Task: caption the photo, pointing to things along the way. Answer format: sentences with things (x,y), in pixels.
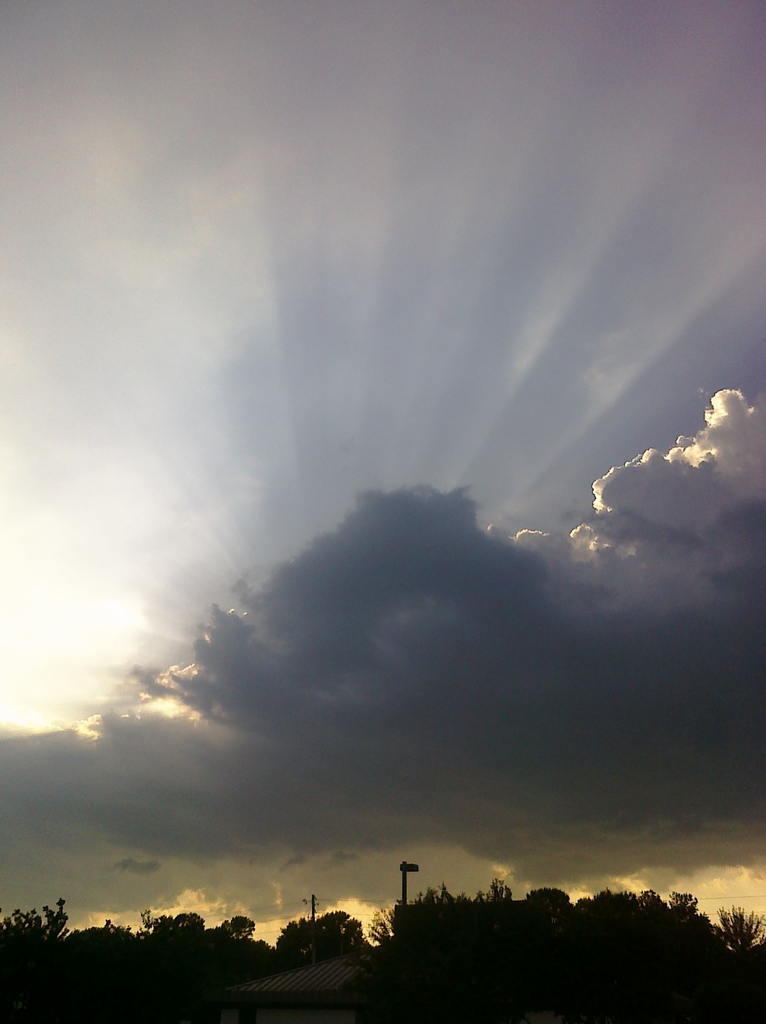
This is an outside view. At the bottom of the image (378,973) I can see a house (329,977) and trees (565,910). On the top of the image (396,326) I can see the sky (517,275) and clouds (235,785).
